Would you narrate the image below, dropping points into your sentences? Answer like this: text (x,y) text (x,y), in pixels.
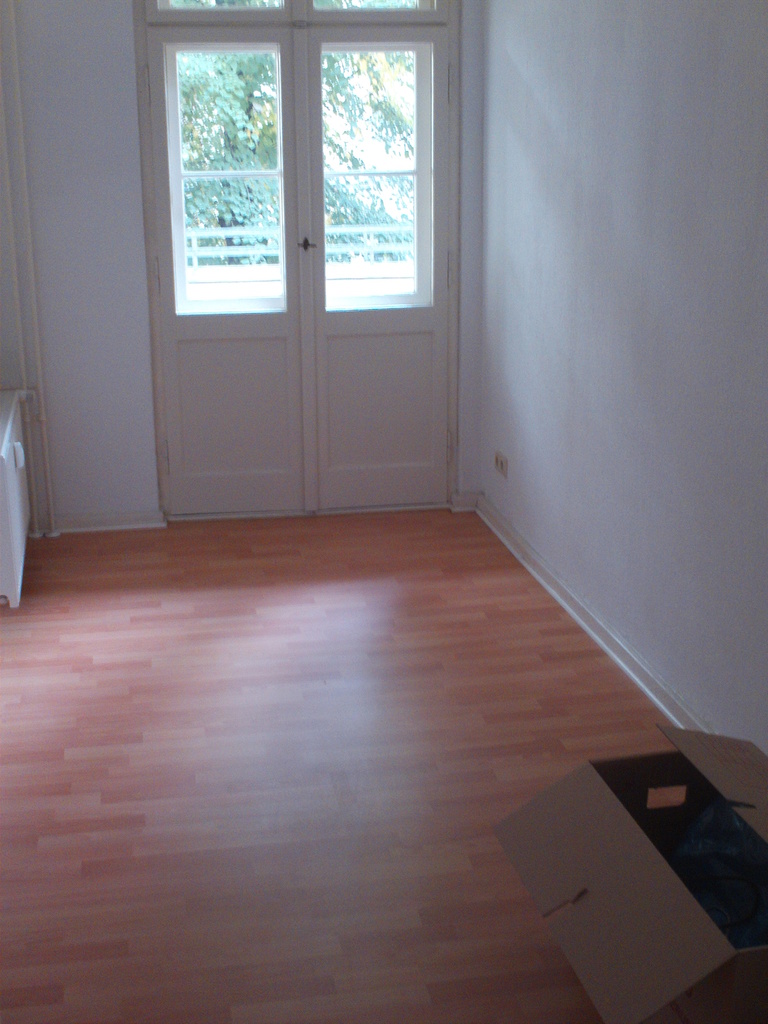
Here in this picture we can see a door (270,160) present and through that we can see plants (221,204) and trees (210,212) present outside and on the right bottom side (734,761) we can see a cardboard box (619,772) present on the floor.
